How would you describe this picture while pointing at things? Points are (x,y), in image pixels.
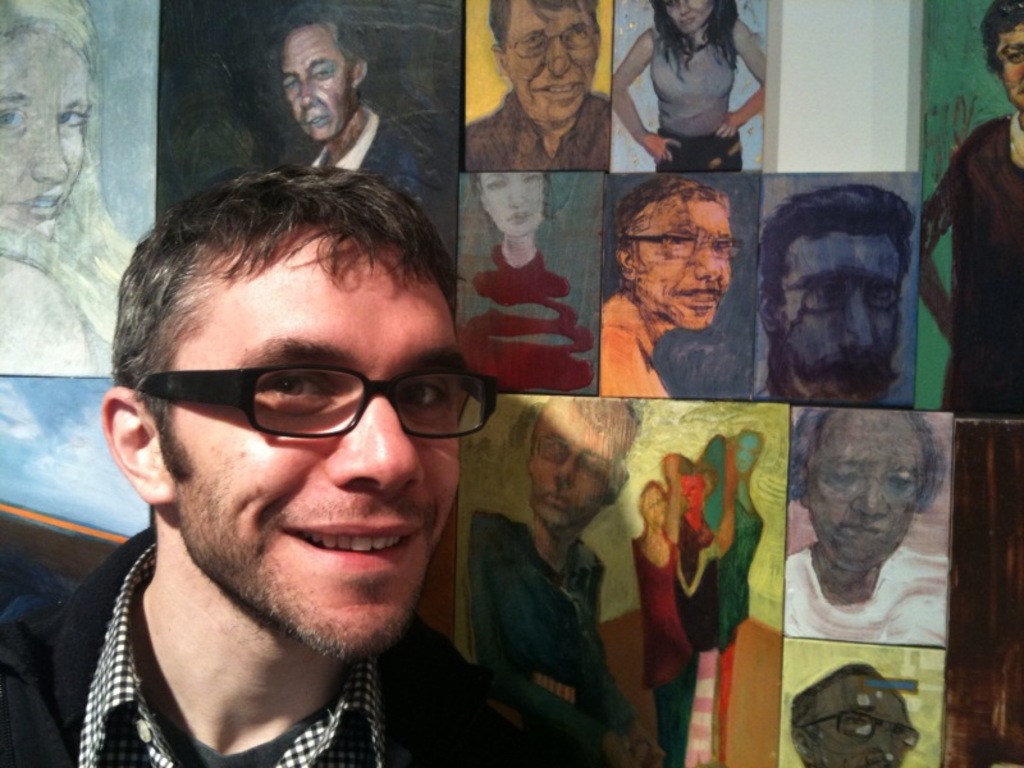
In this picture I can see a man (422,473) smiling, there are frames (244,57) attached to an object (660,142).
